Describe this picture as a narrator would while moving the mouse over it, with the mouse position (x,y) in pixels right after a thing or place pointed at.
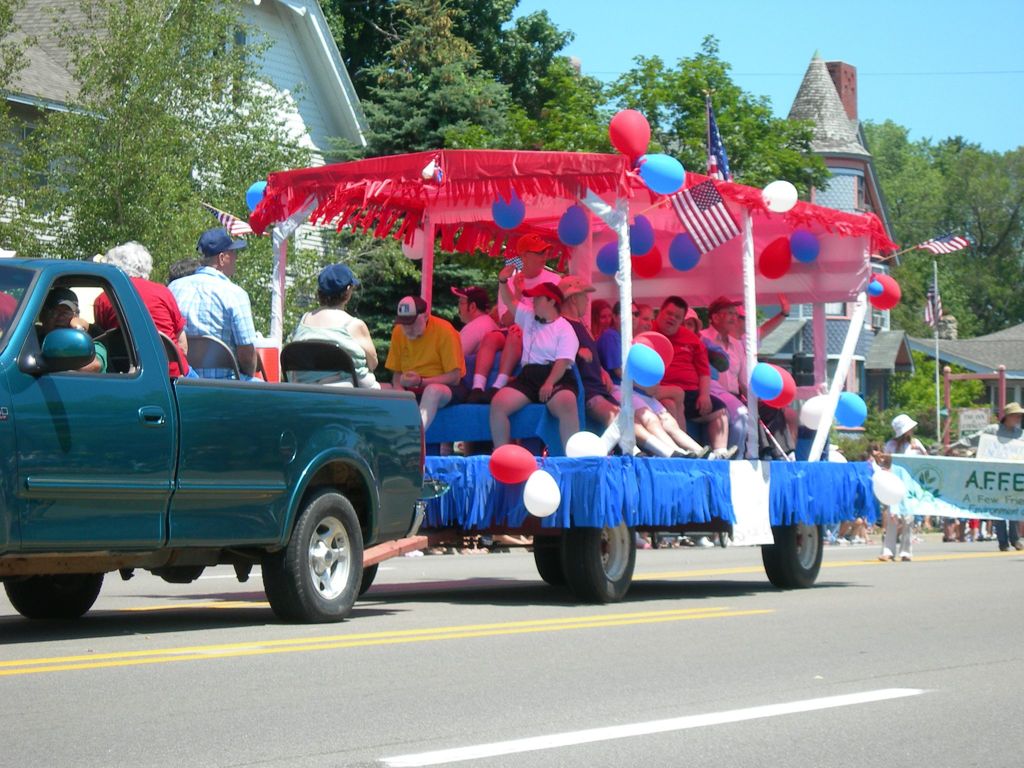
In this picture we can observe a green color car (148,435) on the road (285,668). There is a truck (583,494) fixed to this car (381,475) which is decorated with balloons (528,494) which were in blue, white and red color. There are some people (433,338) sitting in this truck (627,503). There were men (515,360) and women (608,386). In the background (582,85) we can observe trees (766,130) and building (298,84). There is a sky (785,30).
